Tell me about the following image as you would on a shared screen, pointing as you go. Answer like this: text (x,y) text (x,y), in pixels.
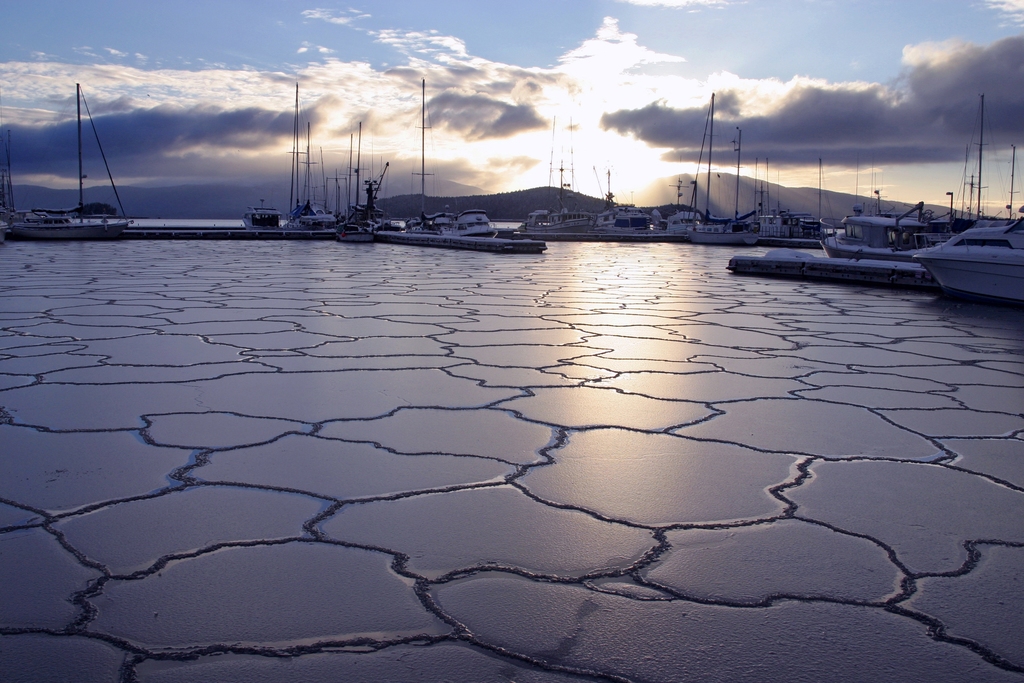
At the bottom of the image (378,598) there is ice (391,257), above the ice (424,260) there are some ships (1010,234). Behind the ships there are some hills (673,181) and clouds (300,169) and sky (596,131) and sun (622,103).
